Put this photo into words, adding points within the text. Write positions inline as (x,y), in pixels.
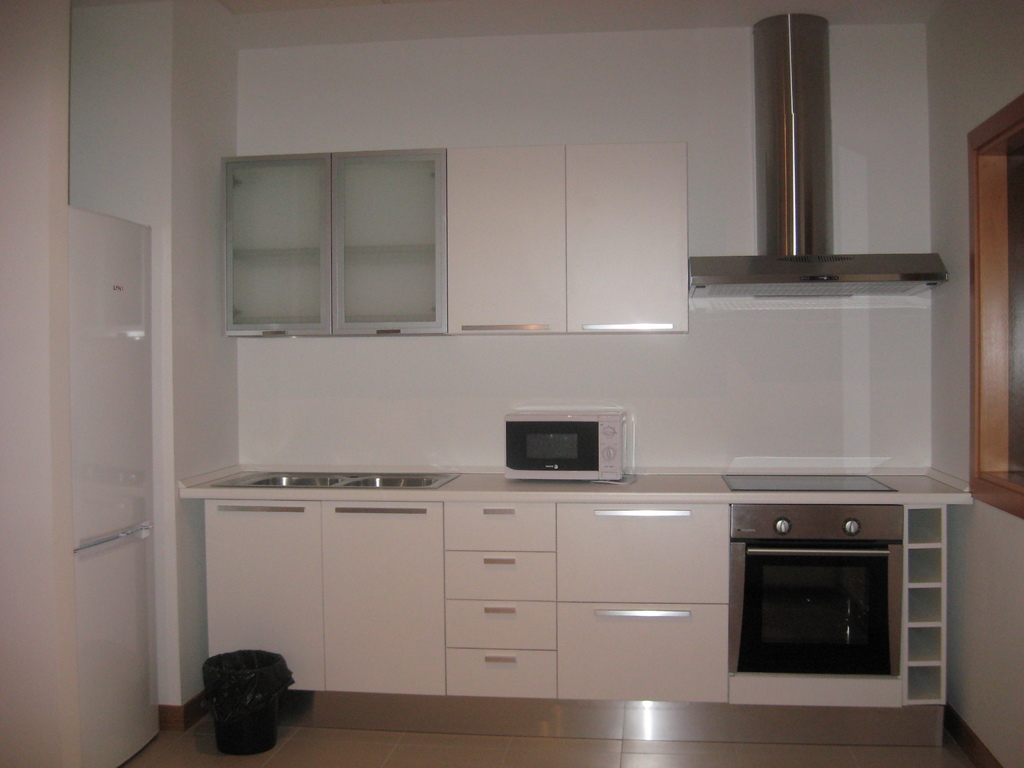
In this picture I can observe a room (379,265). In the middle of the picture (511,426) I can observe an oven (558,426) placed on the desk (497,496). I can observe white color cupboards (610,570) in this picture. On the right side (763,231) there is a chimney (808,271). In the background (639,114) I can observe wall (425,416).
